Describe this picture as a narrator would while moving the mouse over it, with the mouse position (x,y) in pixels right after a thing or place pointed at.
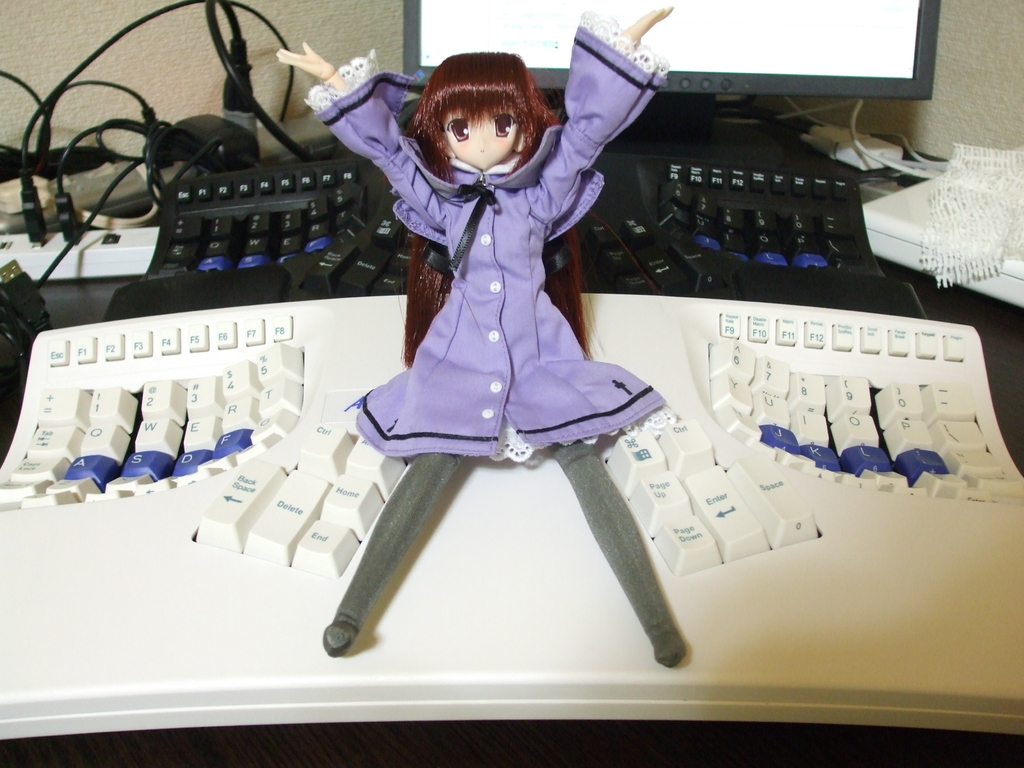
Here we can see a toy (628,398) on a keyboard (378,617) on a platform (505,738) and on the platform (445,747) there is another keyboard (305,230), cables (20,85), connect box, monitor (867,51) and an object (891,206) and this is the wall (72,31).
